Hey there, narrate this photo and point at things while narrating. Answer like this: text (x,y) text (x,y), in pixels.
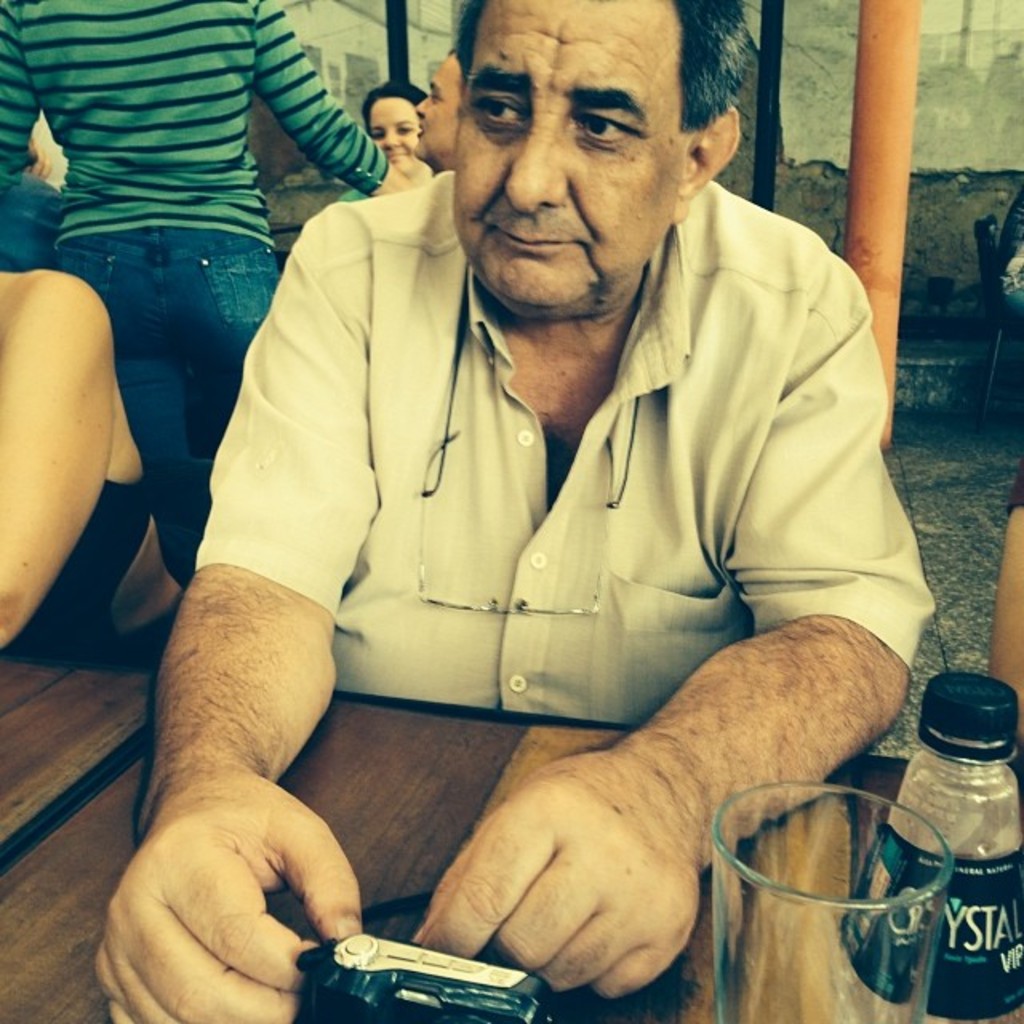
In this picture we can see a man (643,552) sitting on a chair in front of a table (389,720) and on the table (478,737) we can see camera (515,985), glass (804,915) and a bottle (947,892). This is a pillar (871,164). on the background (195,4) we can see persons (460,90) sitting and standing.
